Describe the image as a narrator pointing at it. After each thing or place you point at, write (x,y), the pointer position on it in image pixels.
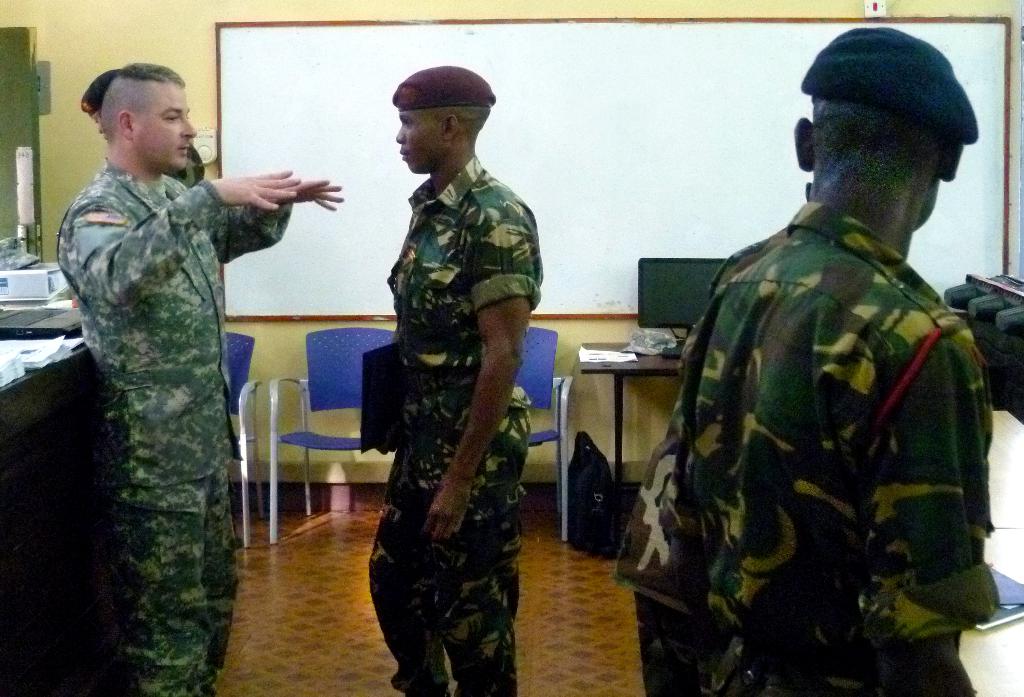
In this image we can see four persons (166,415) are standing and they are wearing army uniform (857,362). One person (411,451) is holding file (377,385) in his hand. Left side of the image (20,441) table (66,425) is there, on table (75,469) papers (11,355) and files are present. behind the people (869,346) chairs (311,379) are there and white color board (655,126) is attached to the yellow wall (588,16).
